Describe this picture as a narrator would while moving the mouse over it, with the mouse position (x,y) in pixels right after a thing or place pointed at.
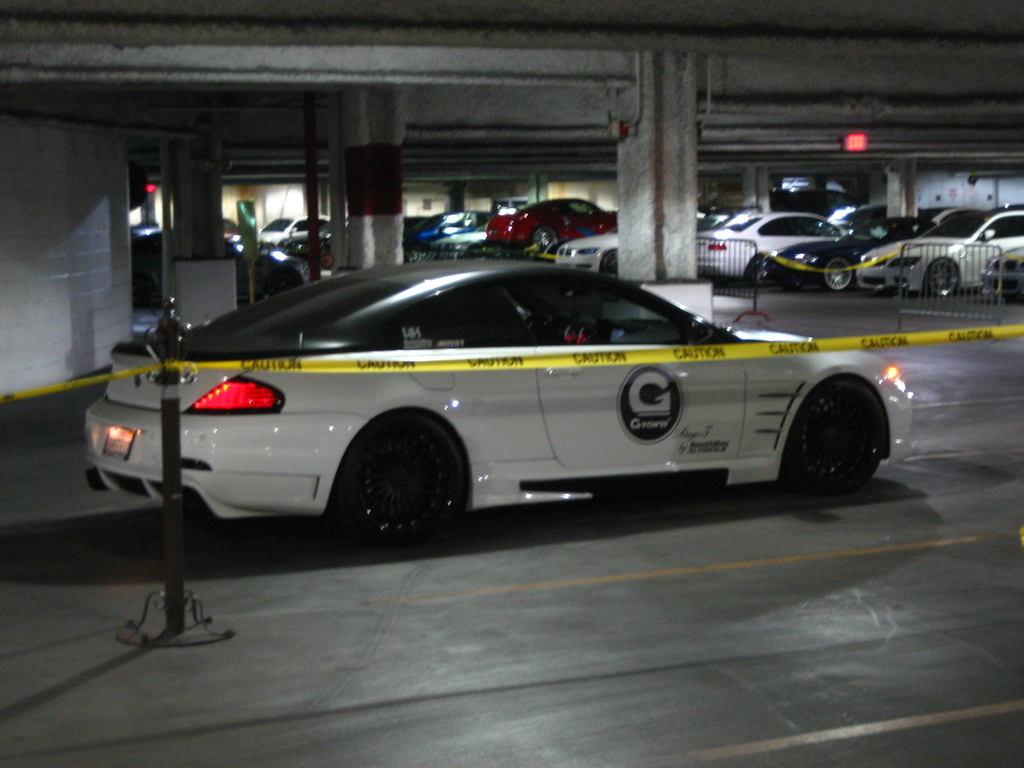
In this image I can see the vehicles (511,314) in the parking area (426,303). To the side of the vehicles (589,200) I can see the yellow color fence (698,357) and the railing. I can also see the pillars (691,293) in the front of few vehicles (587,216). I can see the boards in the top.
